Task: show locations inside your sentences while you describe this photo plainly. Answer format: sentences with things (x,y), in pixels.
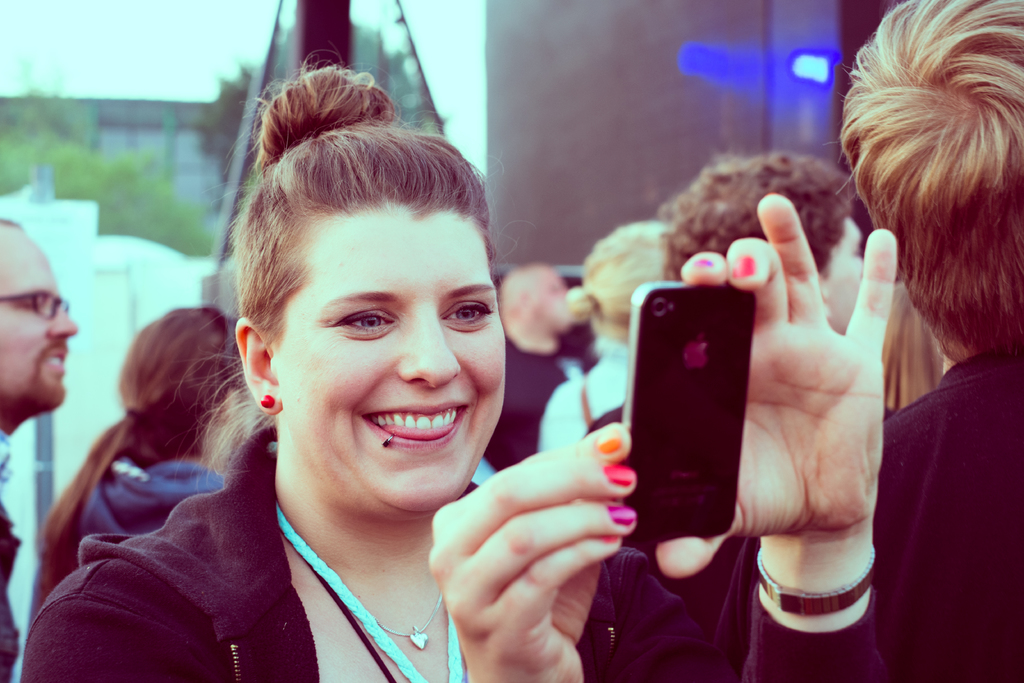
in the given image we can see there are many person (371,267) around. This woman (301,420) is catching a device (667,456) in her hand (623,432). She is wearing a black color jacket (152,610), necklace (387,645) and a watch (780,599). This is a blue light (793,63) emitting. The sky (102,61) is in white color. There are trees (142,172).
